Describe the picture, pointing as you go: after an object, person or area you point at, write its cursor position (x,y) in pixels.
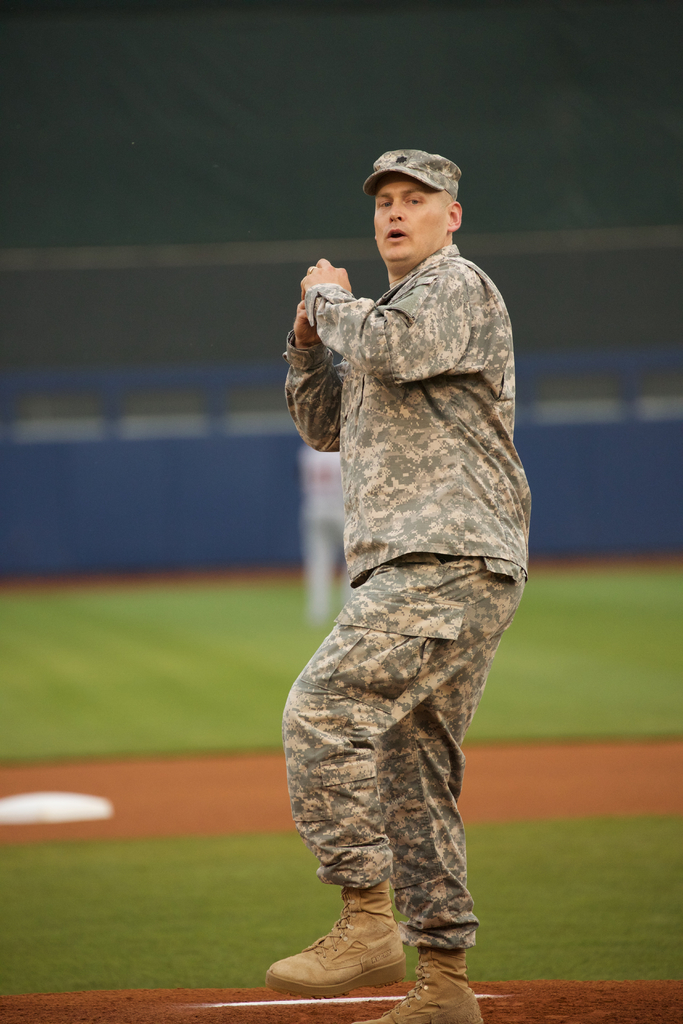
In the center of the image (406,535) a man (400,413) is standing. In the background of the image (574,442) we can see board (597,482), ground (600,655) are present.
